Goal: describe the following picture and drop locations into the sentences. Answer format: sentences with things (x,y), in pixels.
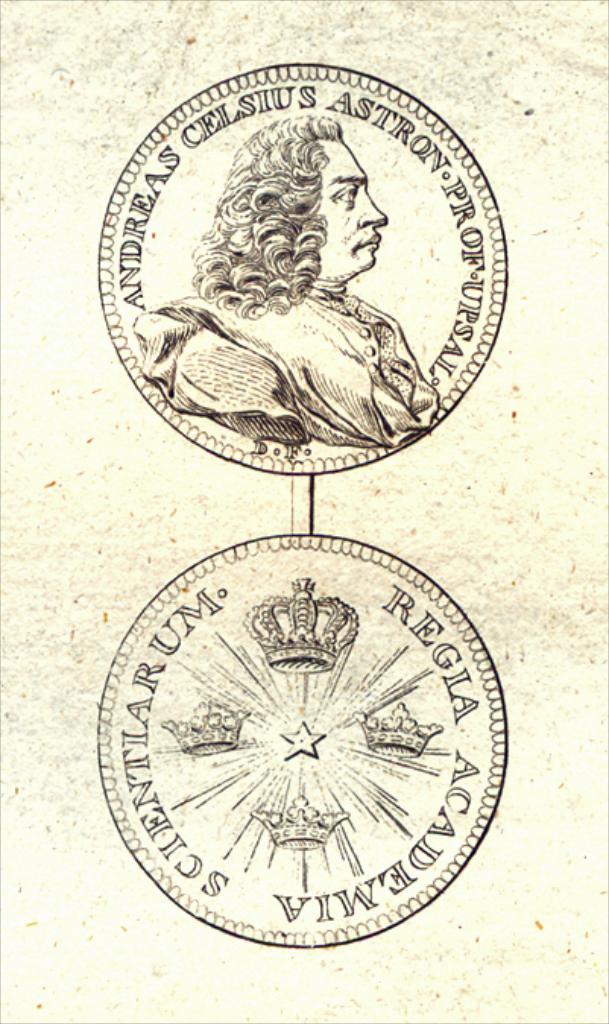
There are two logos (248,341). On the first logo (262,444) there is a picture (261,329) of a person (292,254) and something is written. On the second logo (292,694) there are crowns (303,664) and something is written.
